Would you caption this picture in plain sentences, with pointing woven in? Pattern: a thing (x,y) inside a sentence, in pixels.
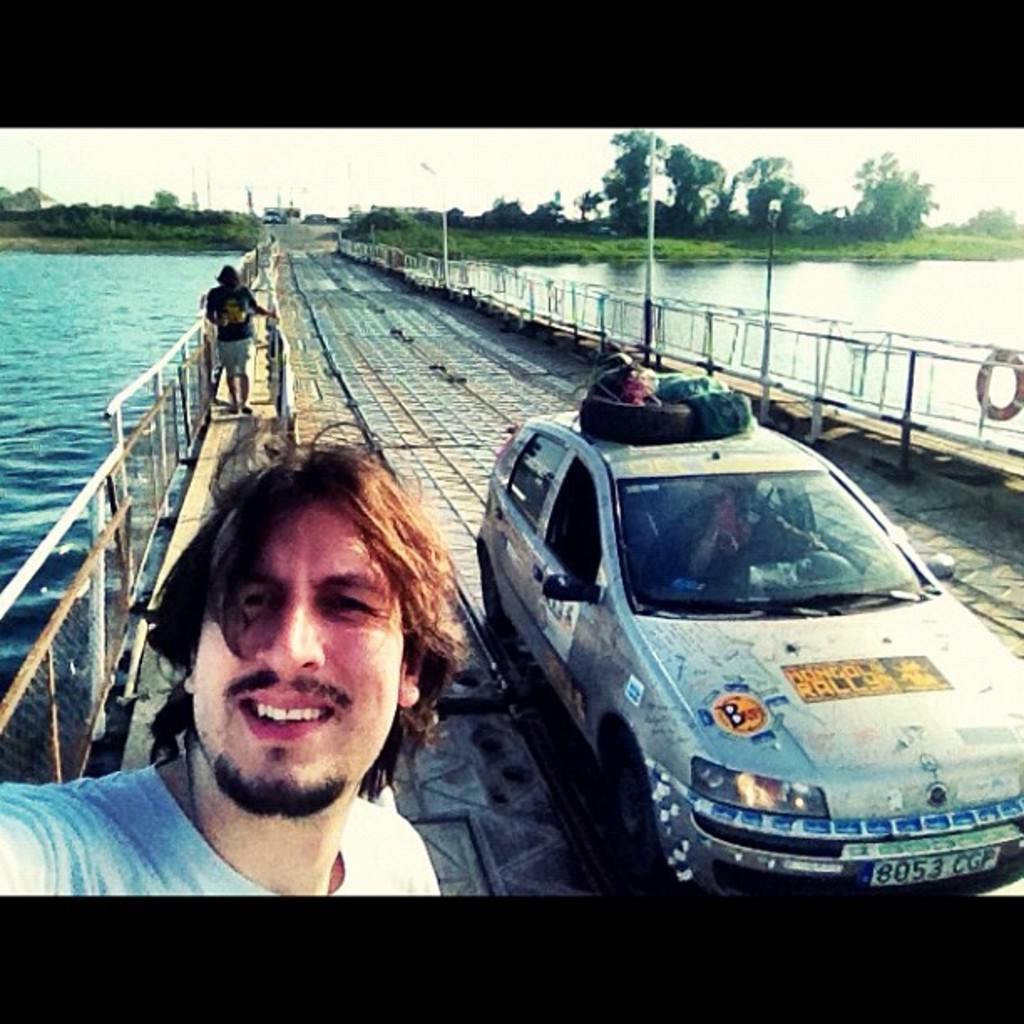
In this image we can see a car (783,503) parked on the bridge (442,704). To the left side of the image (252,711) we can see two persons (256,577) standing on it and a metal barricade (81,617). In the background (60,326), we can see a group of poles (766,320), water (891,292), trees (634,218) and the sky (360,173).
